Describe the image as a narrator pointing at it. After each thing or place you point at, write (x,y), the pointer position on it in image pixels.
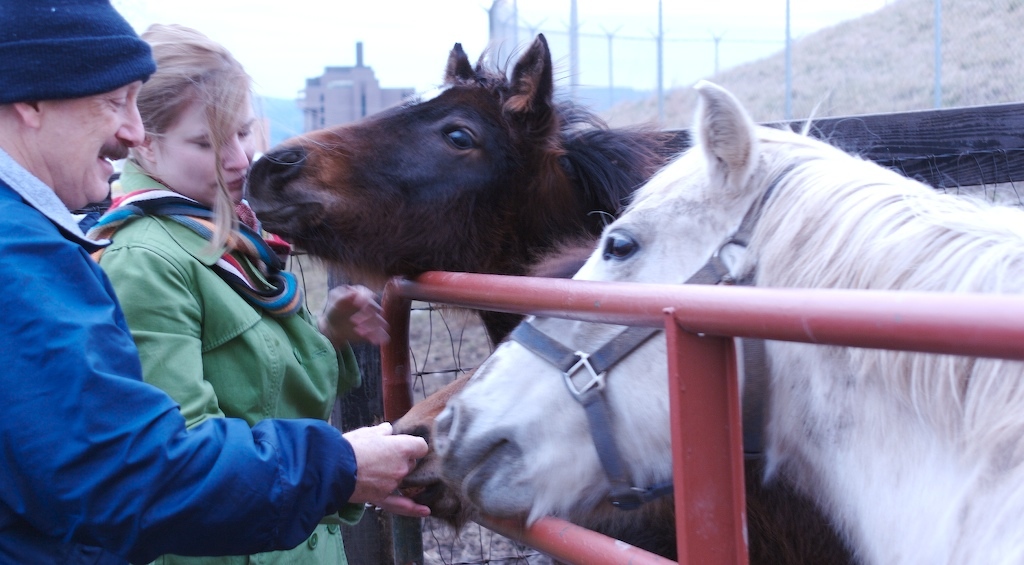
As we can see in the image there is a sky (313,45), building (334,93), horses (469,183) and on the left side (20,393) there are two people (137,272).
